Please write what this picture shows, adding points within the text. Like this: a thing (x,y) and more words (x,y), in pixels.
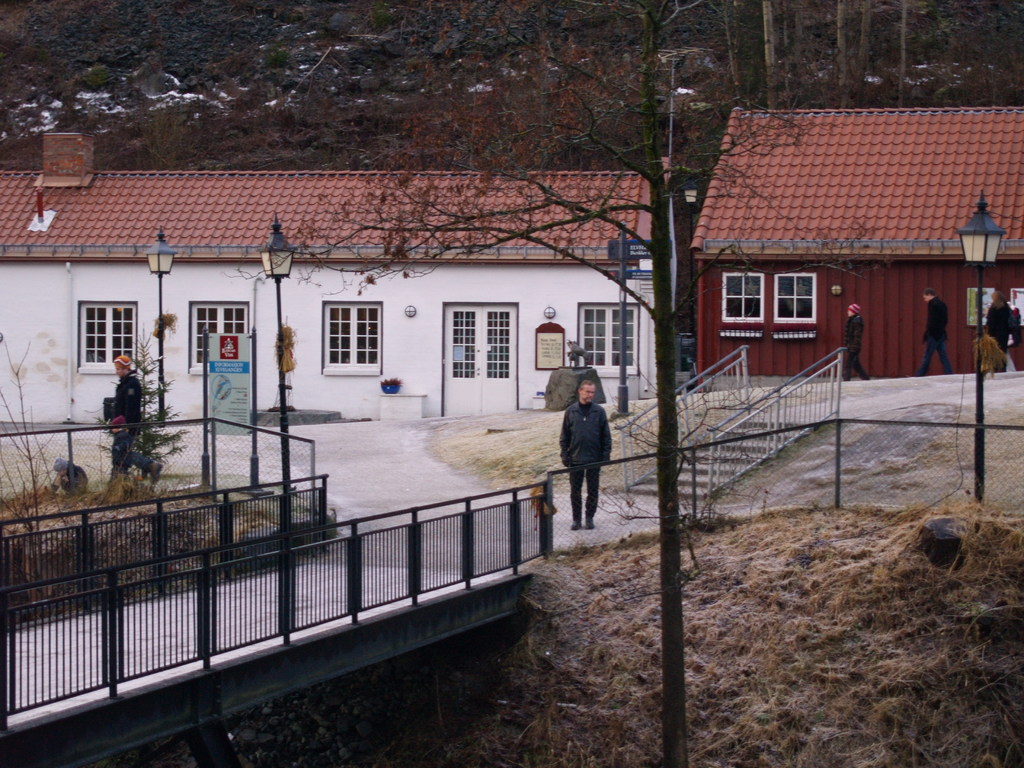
In front of the picture, we see a tree (672,537). Behind that, we see a grass (800,636). On the left side (241,613), we see a bridge (270,620). On either side of the bridge (251,621), we see the railing (232,577). Behind the grass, we see the fence (957,452) and a street light (979,213). Behind that, we see the staircase (701,466) and the stair railing (640,424). We see a man (589,484) is standing. Behind him, we see a pole (621,383). On the right side (914,378), we see three people (1003,368) are walking on the road (932,376). Beside them, we see a building (782,247) in brown color. Beside that, we see a building (455,291) in white color with a brown color roof (185,216). Beside that, we see the flower pots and the boards (622,245). On the left side (16,478), we see the fence (116,428). Beside that, we see a man (116,428) is walking. Beside him, we see a child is playing. Behind them, we see the street lights (266,262), poles (208,431) and a board (215,391) in white color with some text (234,373). There are trees (524,151) in the background (748,22).
